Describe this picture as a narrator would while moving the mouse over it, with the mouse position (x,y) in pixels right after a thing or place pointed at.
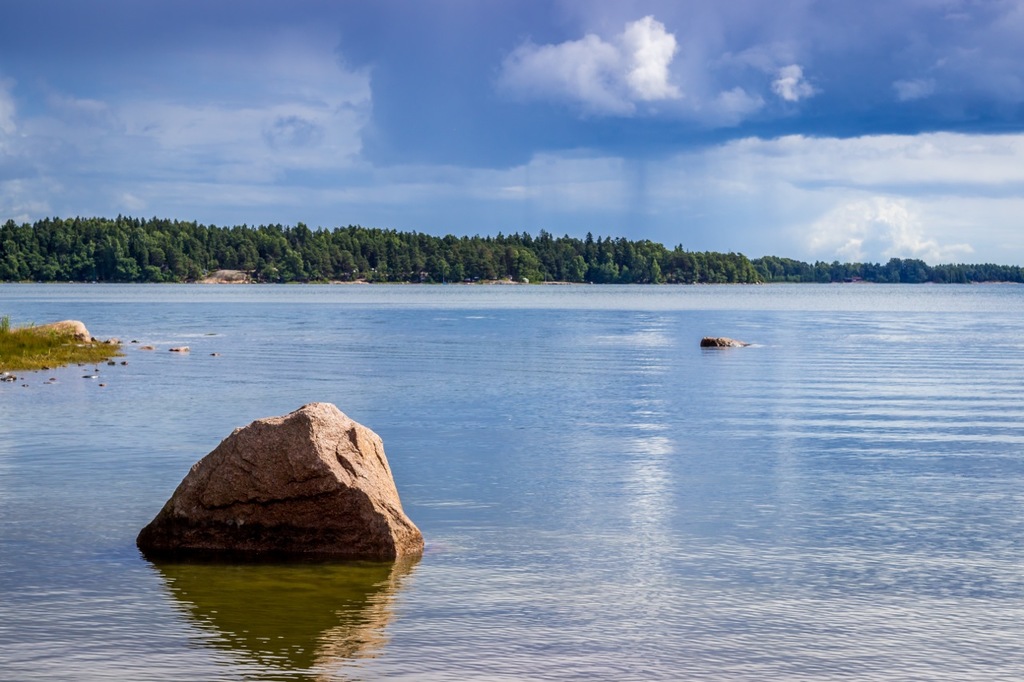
In this image there is water (555,336). Also there are rocks (295,461). In the background (331,260) there are trees (658,269). Also there is sky (485,96) with clouds (605,81).
